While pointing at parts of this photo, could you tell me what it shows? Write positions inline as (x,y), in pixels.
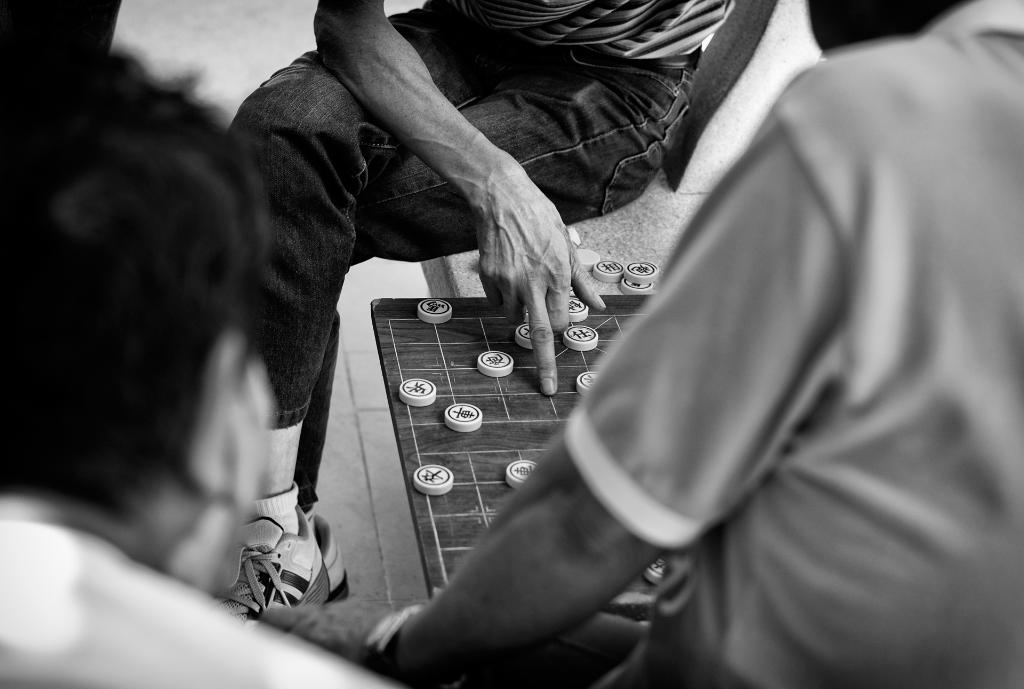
This is black and white picture, in this picture there are people (869,187) and we can see board (430,436) and coins (510,359) on the platform (598,285).
